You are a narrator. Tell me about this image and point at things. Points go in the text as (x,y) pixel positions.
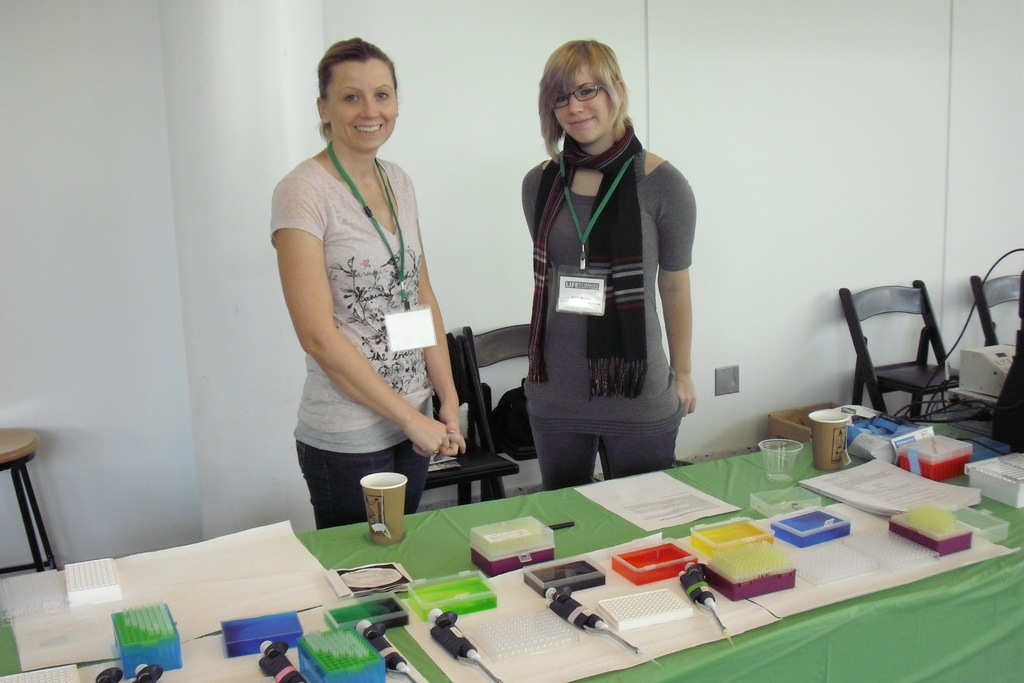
In this picture we can see two women (577,273) standing in front of a table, there are some plastic boxes (531,535), glasses (832,465) and papers (854,494) present on the table (457,569), we can see chairs (941,354) on the right side (911,326), in the background (944,319) there is a wall (196,226), a woman (648,345) on the right side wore a scarf (623,252).
